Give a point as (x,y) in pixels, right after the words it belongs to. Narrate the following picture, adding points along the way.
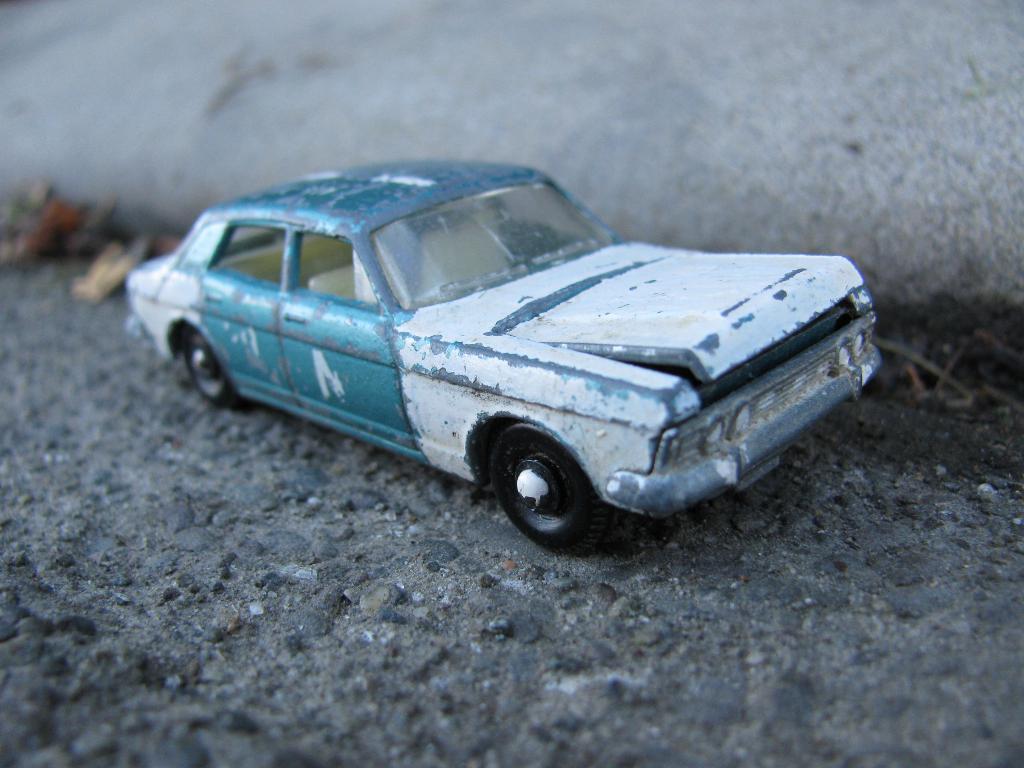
Car (367,319) with wheels (531,442) on the ground (395,473).
